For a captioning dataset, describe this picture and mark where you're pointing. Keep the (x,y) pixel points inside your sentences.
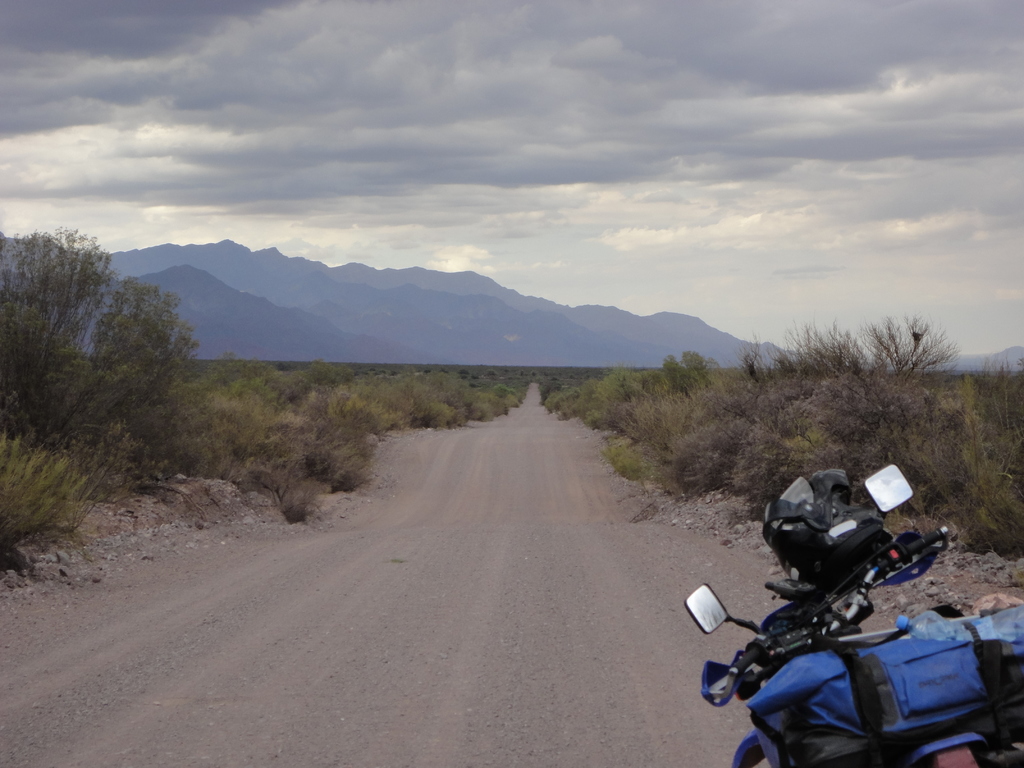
In this image at the bottom (807,645), there is a bike (864,607) on that there is a bottle (927,626) and helmet (850,527). In the middle (627,396) there are plants (350,436) and trees (86,389). In the background (433,364) there are hills (489,291), sky (574,294) and clouds (508,121).
